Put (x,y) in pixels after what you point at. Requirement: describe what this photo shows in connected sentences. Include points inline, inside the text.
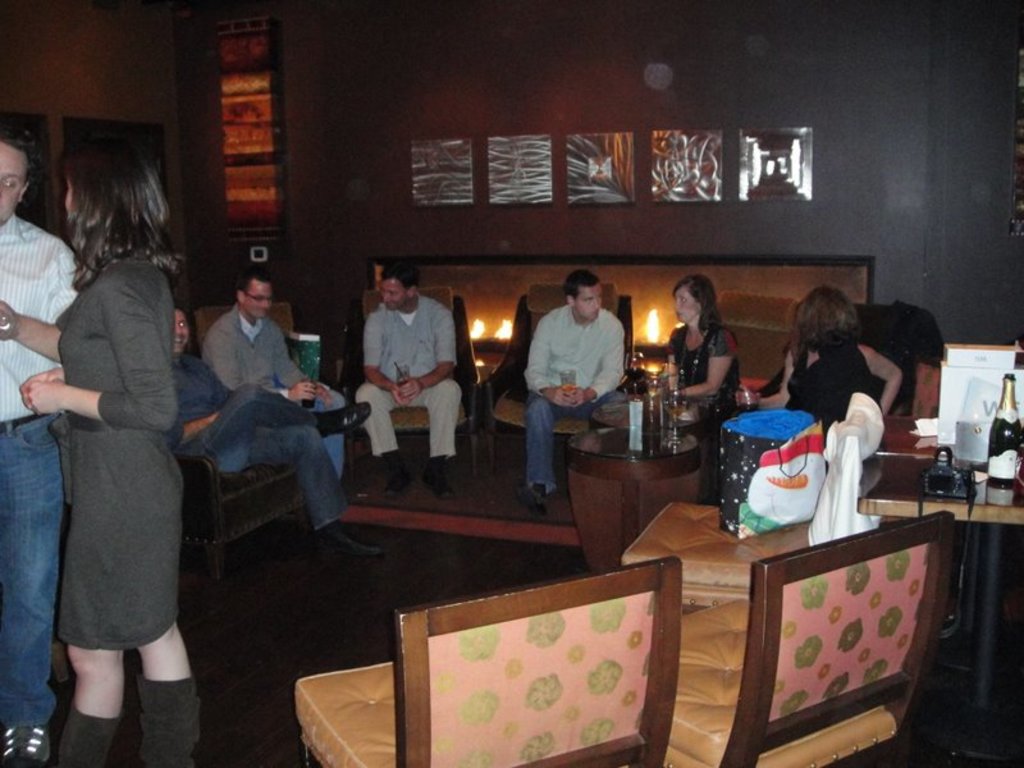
A group of people (234,323) sitting in chairs (769,364) are talking to each other. There is couple (147,332) standing aside.
